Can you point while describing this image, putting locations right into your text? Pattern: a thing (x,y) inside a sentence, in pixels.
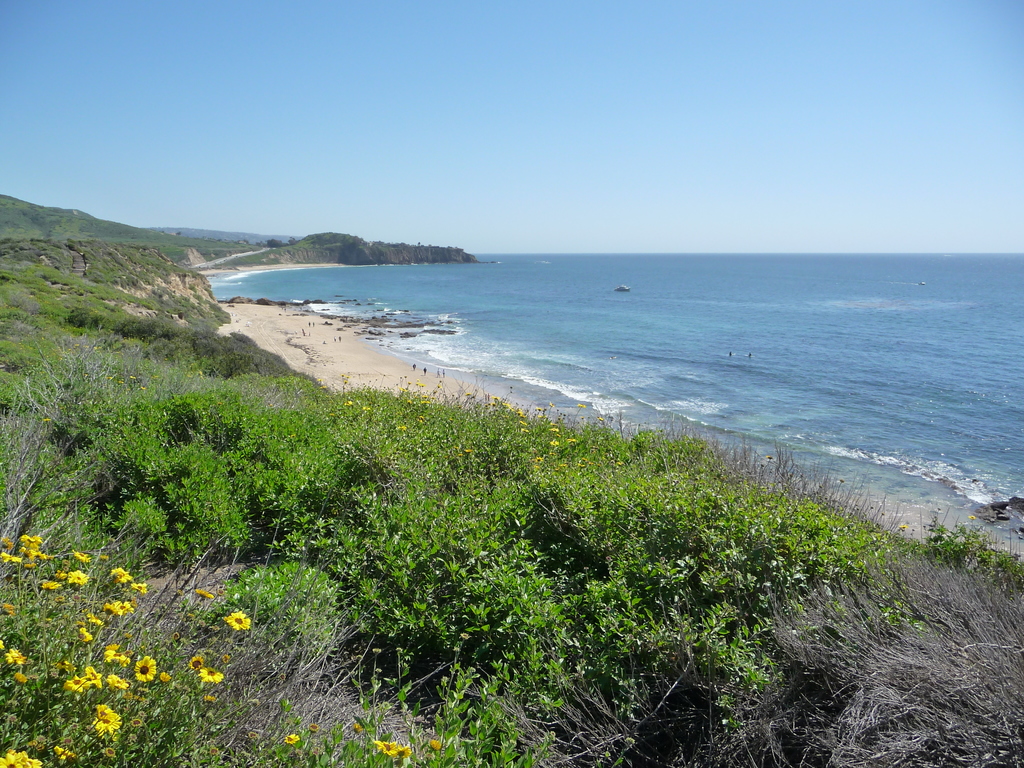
In this image I can see the yellow color flowers (57,666) to the plants (328,580). To the side I can see the dried grass (901,686). In the background (512,363) I can see the water (618,354) and the sky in blue color.
